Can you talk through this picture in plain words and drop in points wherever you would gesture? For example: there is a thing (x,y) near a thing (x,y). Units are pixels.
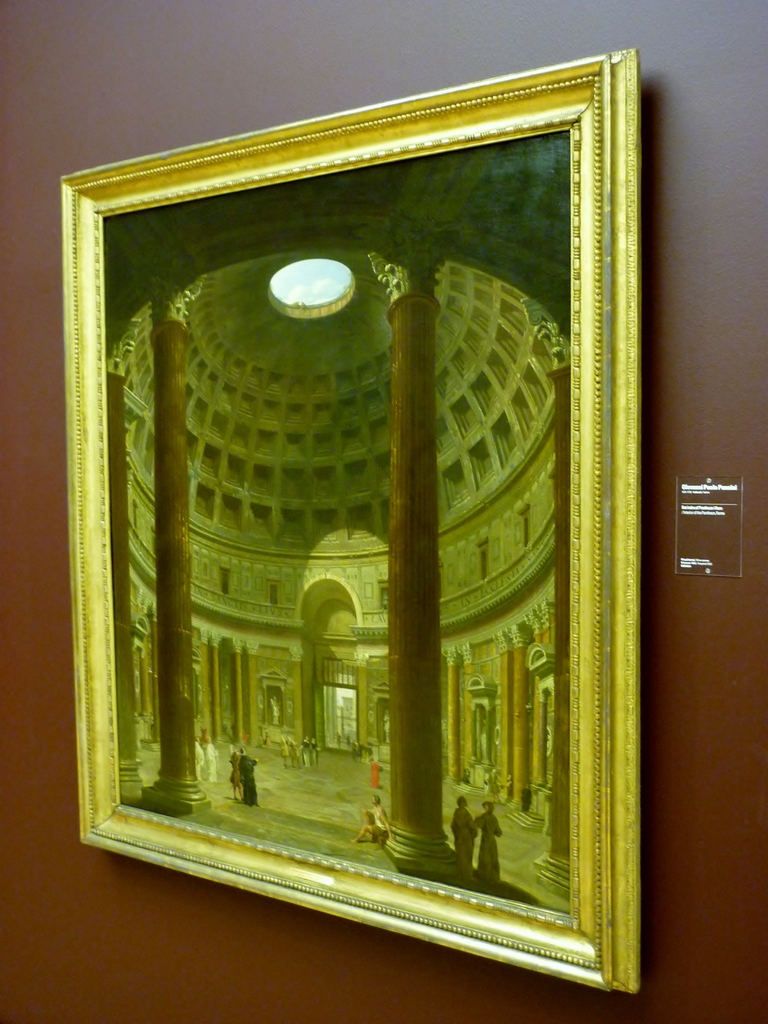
There is a frame (621,611) on the wall (665,280). Here we can see pillars (180,473), few persons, and a building (296,340).
